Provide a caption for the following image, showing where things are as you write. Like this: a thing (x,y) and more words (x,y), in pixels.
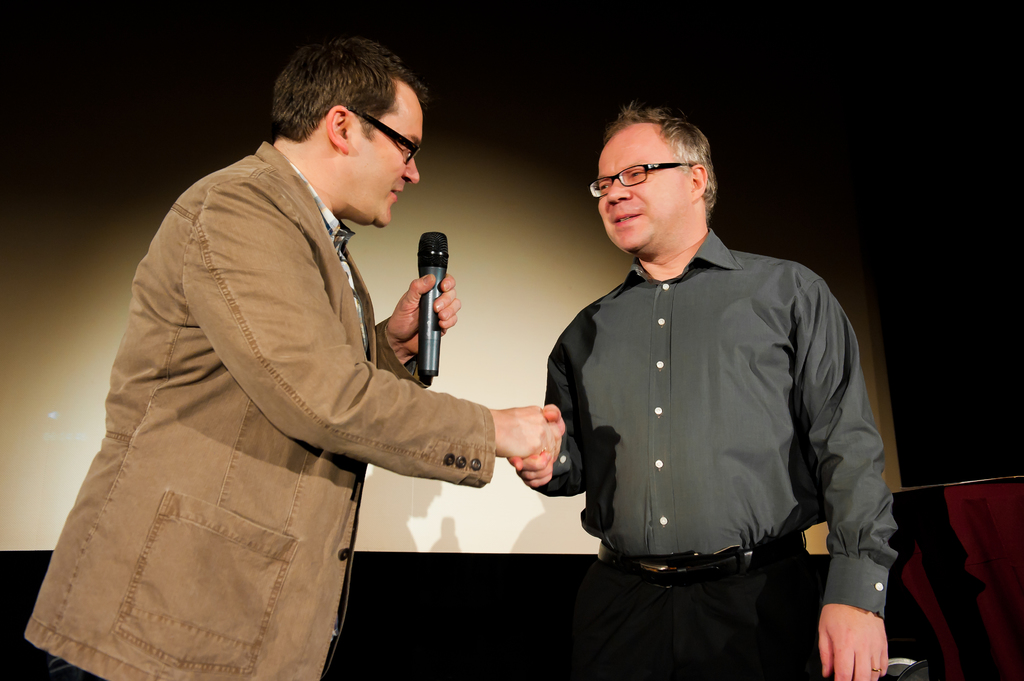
In this image there are two people (559,427) standing. The man (361,442) standing on the left (213,400) is holding a mic (424,297) in his hand (414,336) and shaking hands (538,451) with the person (547,454) next to him. In the background (577,206) there is a screen (519,209).
